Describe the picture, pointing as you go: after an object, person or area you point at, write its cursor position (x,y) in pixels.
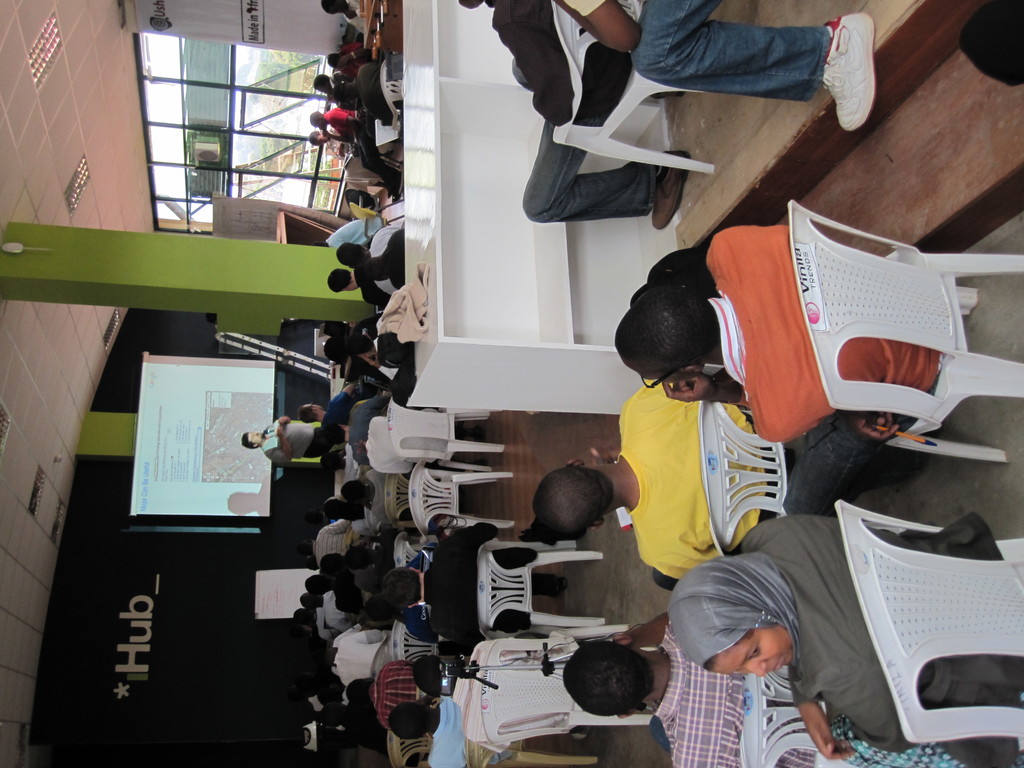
In the center of the image (672,497) we can see a group of people (799,38) are sitting on the chairs (929,419) and they are holding some objects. Between them, we can see one table (592,329). In the background (243,552) there is a wall (96,630), screen (197,383), banners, pillars (309,260), one person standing and a few other objects (245,347).
